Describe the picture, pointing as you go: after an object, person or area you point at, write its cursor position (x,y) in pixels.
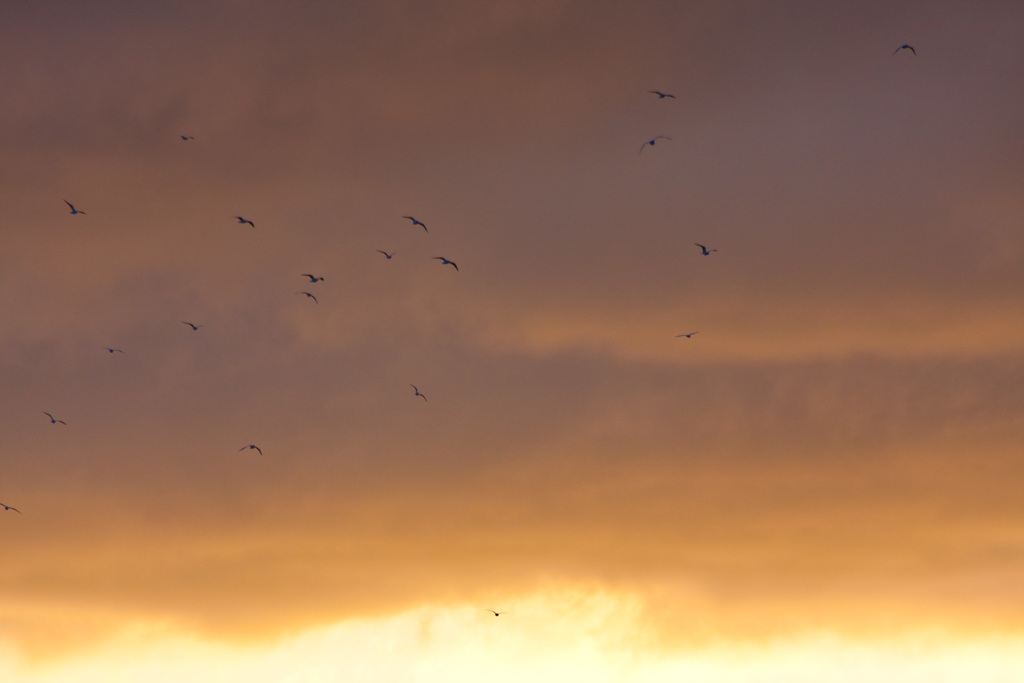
In this image we can see a group of birds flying in the sky (577,451). The sky (685,525) looks cloudy.
